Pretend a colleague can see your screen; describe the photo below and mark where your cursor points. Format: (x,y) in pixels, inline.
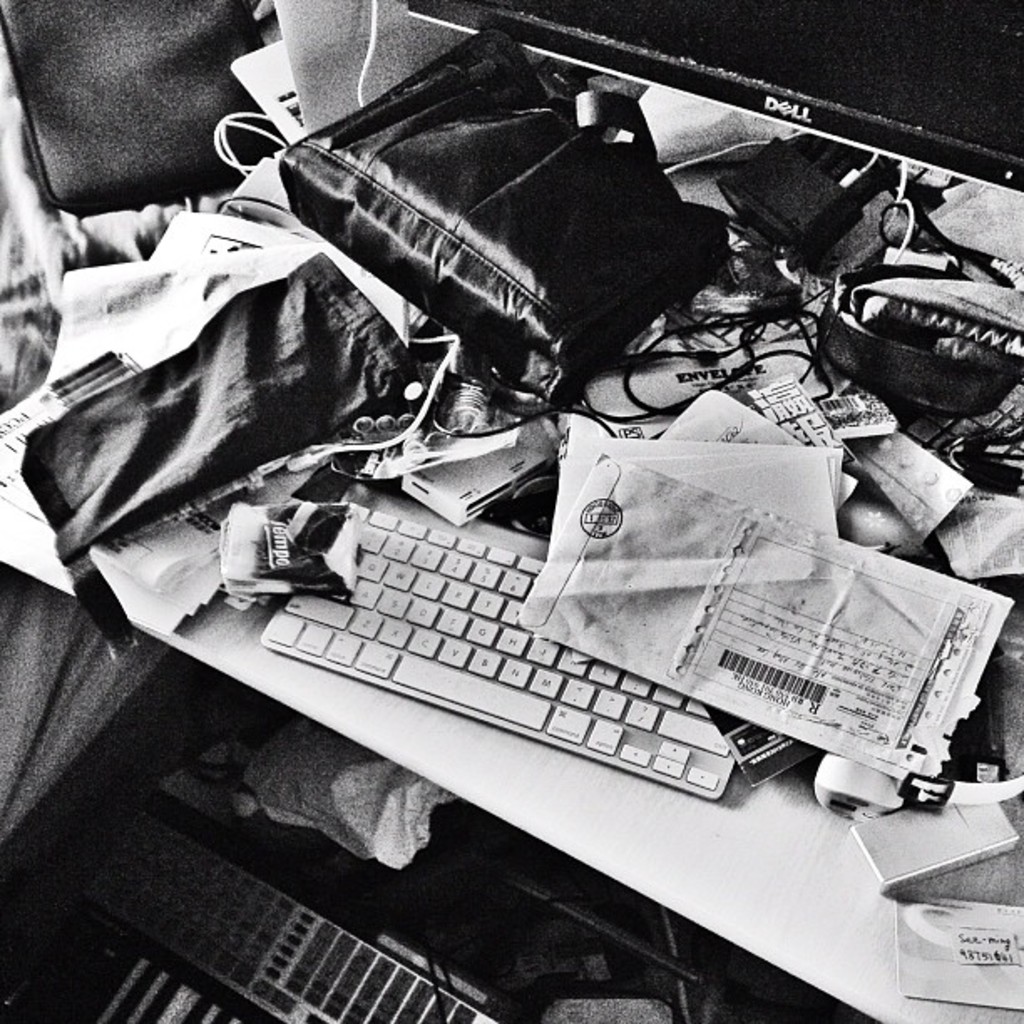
In this image we can see the computer (443,661), a bag (427,296), few papers (815,681) and many other objects (859,446) placed on the table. There is an object (357,946) at the bottom of the image (332,956).
